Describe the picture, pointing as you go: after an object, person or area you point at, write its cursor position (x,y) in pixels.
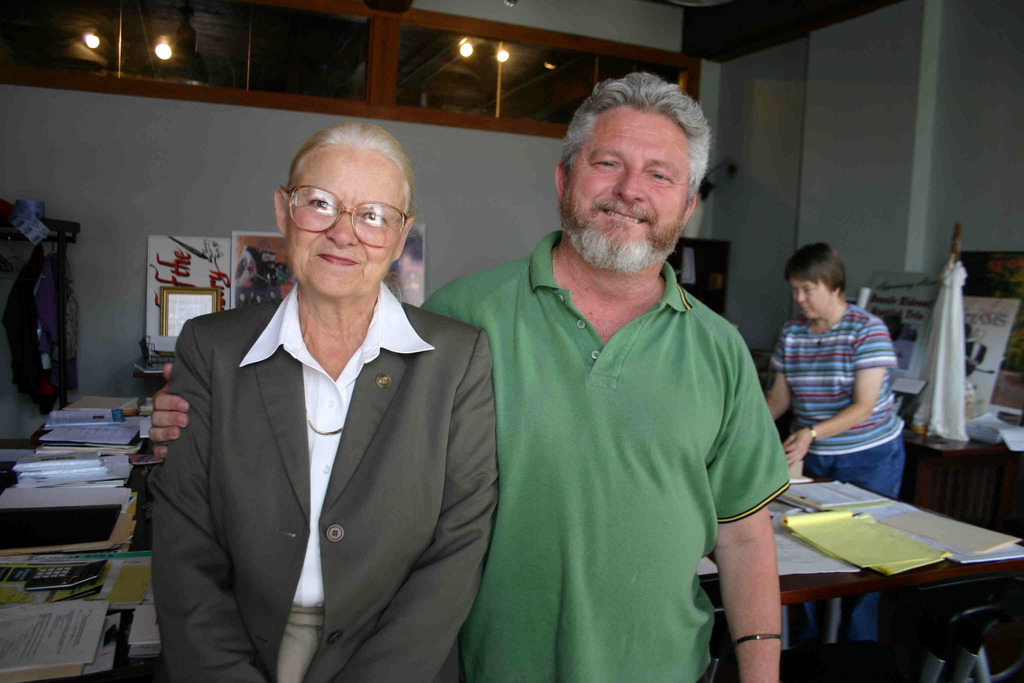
In this image i can see a woman (488,471) and a man (755,507) standing at the back ground (766,398) i can see a woman (860,430) standing, few papers (862,533) on table (822,576), a board (421,248), a glass (440,84), a light (466,47).
